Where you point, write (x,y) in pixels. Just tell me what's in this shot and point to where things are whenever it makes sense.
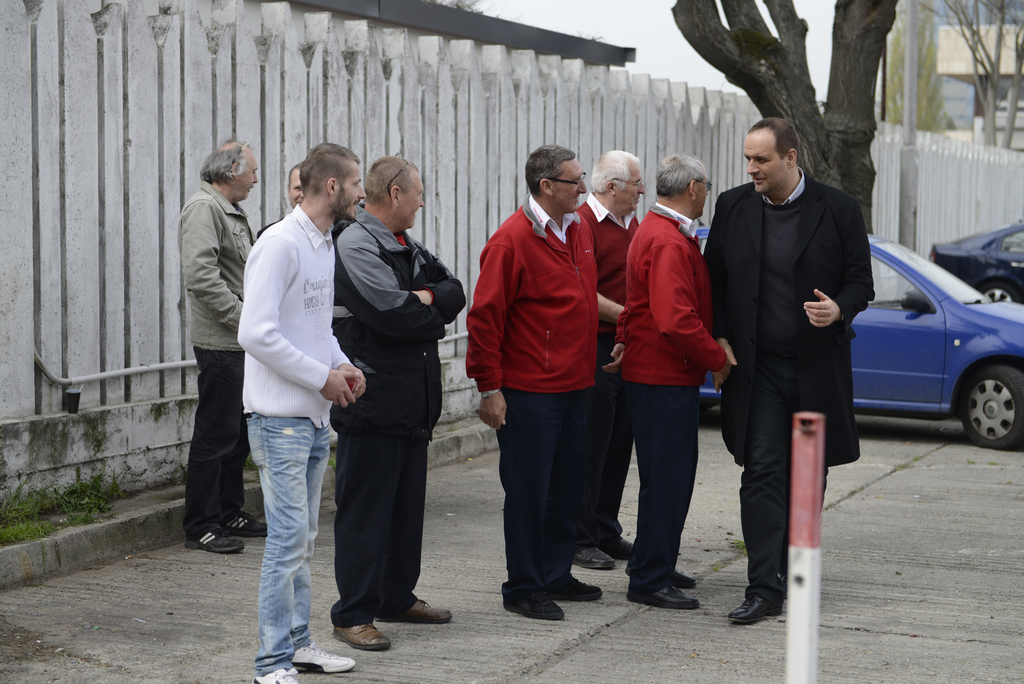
Group of people (424,399) standing and we can see pole (807,617). On the background (458,251) we can see cars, wall (472,167), trees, pole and sky (600,24).
